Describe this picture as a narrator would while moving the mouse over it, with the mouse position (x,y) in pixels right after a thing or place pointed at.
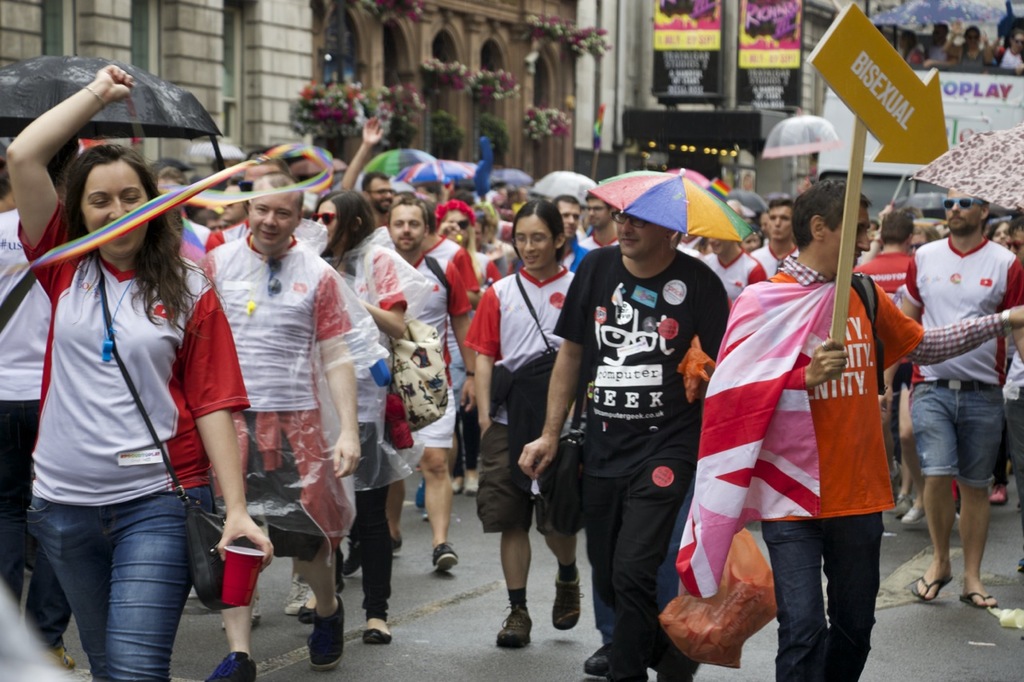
There are persons (523,263) in different color dresses (1010,260), some of them are holding umbrellas (126,105) on the road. In the background (604,139), there are hoardings (782,21), pot plants (397,88) and there are buildings (391,19).
